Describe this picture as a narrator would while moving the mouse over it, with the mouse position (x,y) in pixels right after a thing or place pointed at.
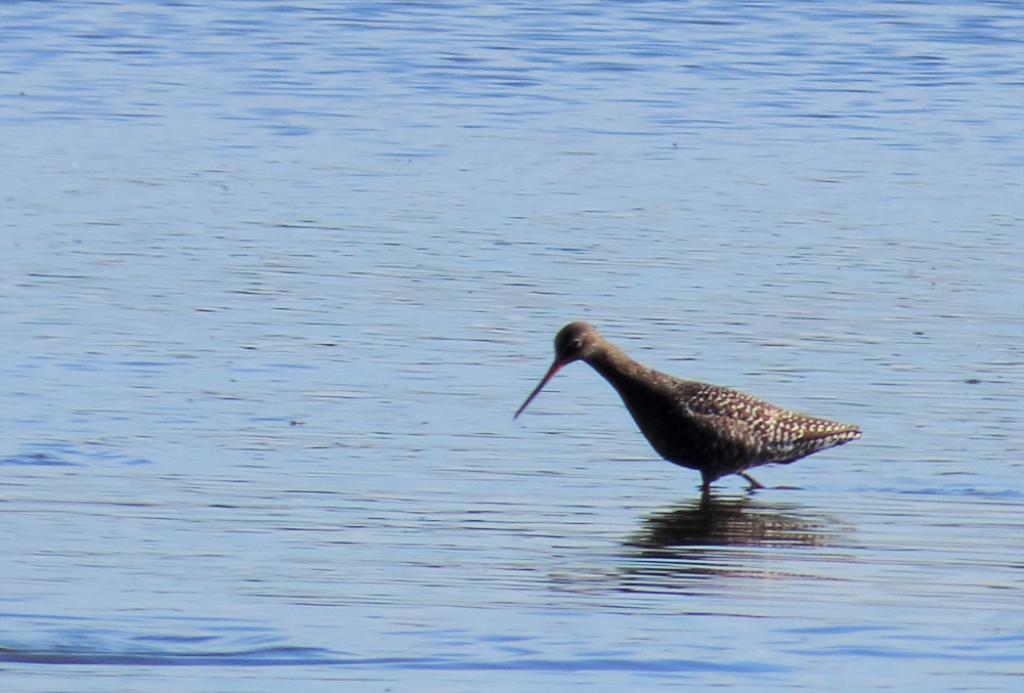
In this image on the water body (594,470) a bird (701,447) is walking.
